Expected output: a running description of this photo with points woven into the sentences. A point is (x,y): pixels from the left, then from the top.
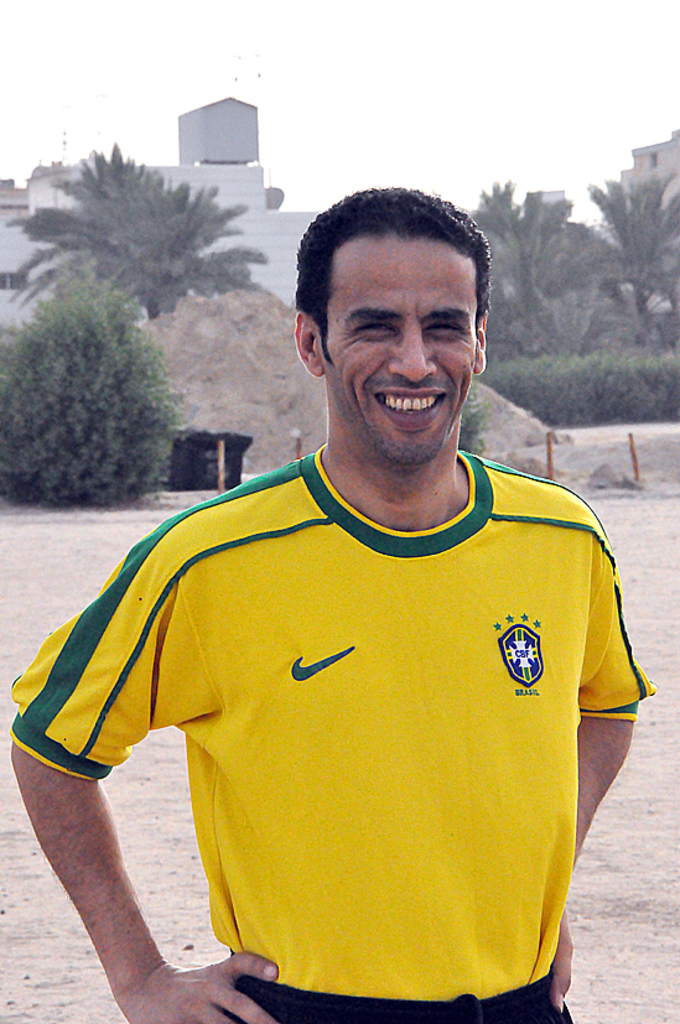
In this image I can see a man (380,809) wearing yellow color t-shirt (386,741), standing and smiling by giving pose to the picture. In the background (193,182) I can see a building (292,237) and the trees (92,360). On the top of the image (422,79) I can see the sky (431,132).
